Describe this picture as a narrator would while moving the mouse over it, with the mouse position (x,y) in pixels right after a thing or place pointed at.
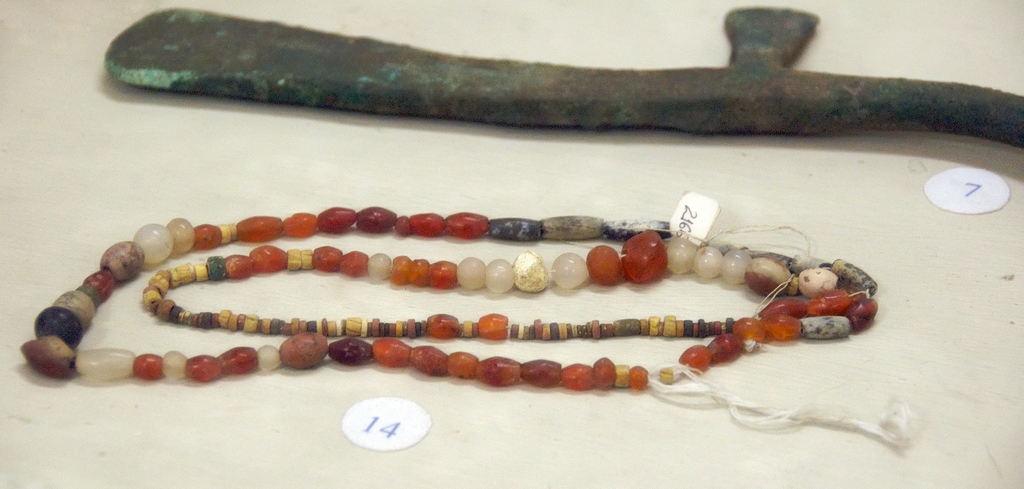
In the center of the image (426,207) we can see a platform (173,403). On the platform (188,442), we can see one object (573,121) and one ornament (426,280). And we can see tags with some numbers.
